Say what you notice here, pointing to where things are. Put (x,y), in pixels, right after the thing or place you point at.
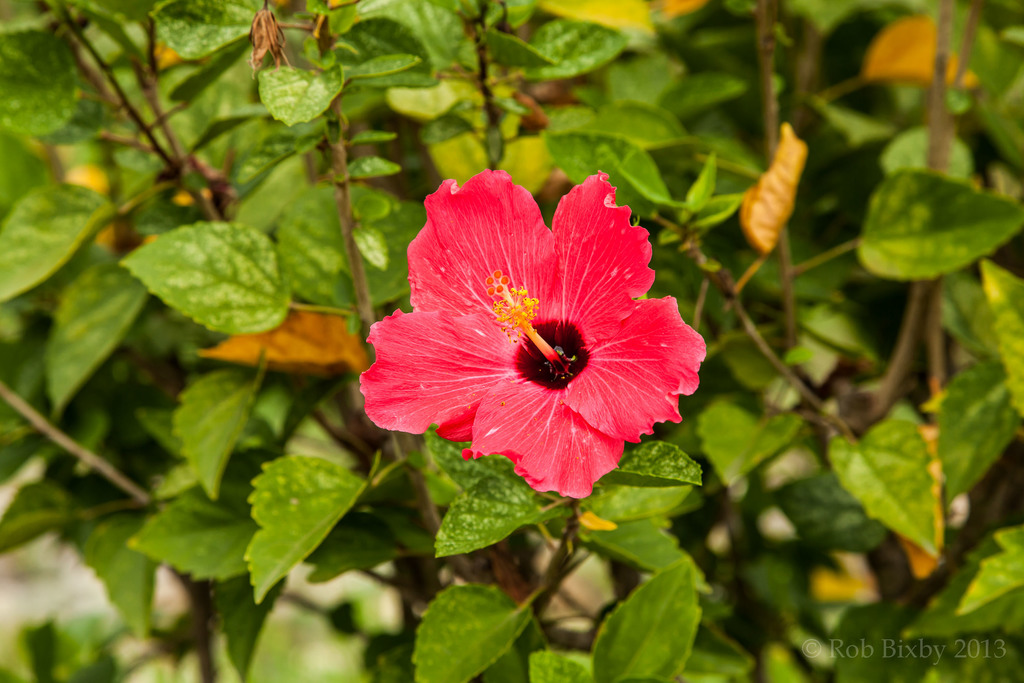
The picture consists of a plant (523,497). In the center of the picture (497,248) there is a red color flower (467,304).
